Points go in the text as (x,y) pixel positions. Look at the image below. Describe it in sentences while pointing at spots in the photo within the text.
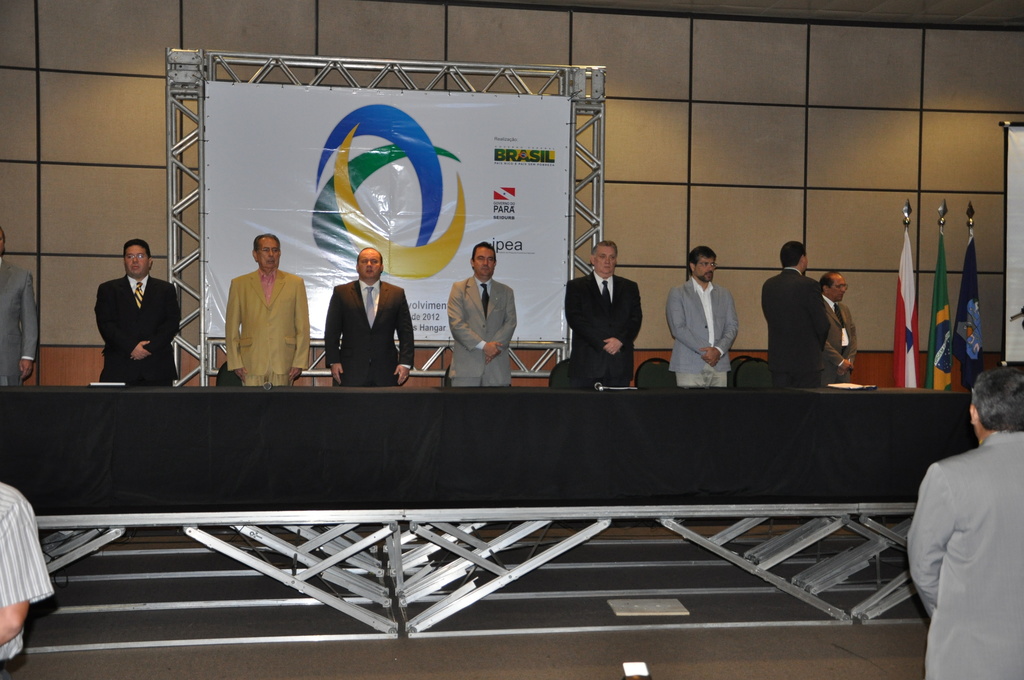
In this image we can see some people (592,381) standing and there is a table (360,439) with some objects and we can see three flags (959,347) on the right side of the image (975,353). There is a board (252,261) with some text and logos (430,183) and there are few chairs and we can see the wall (36,96).
